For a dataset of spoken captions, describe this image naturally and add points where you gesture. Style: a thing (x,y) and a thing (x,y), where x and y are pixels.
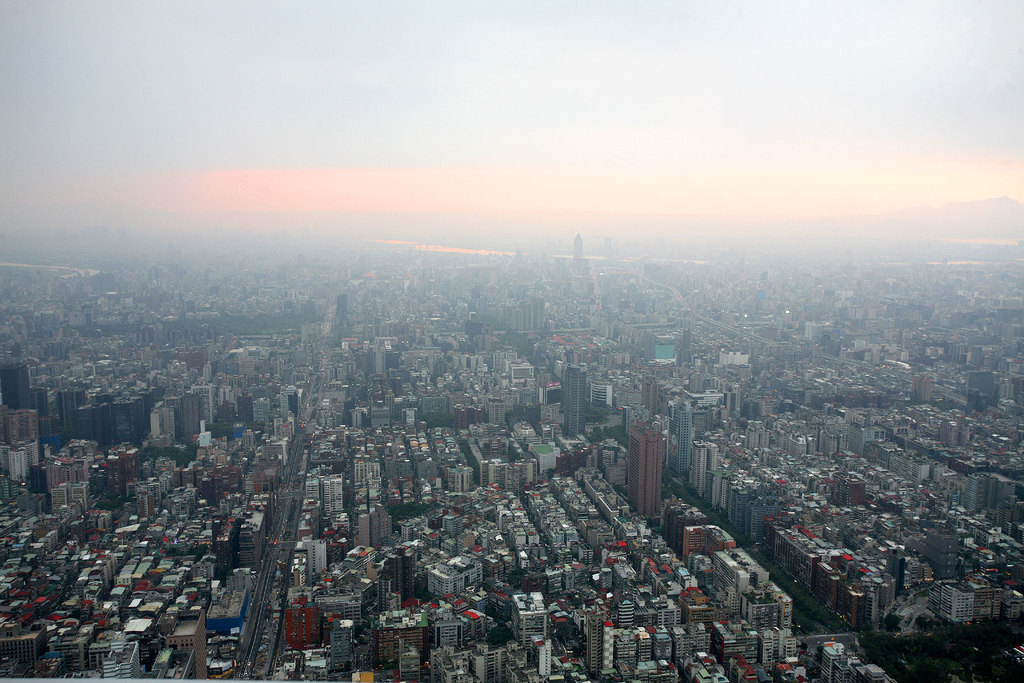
In this image I can see many buildings (483,297). Background sky (448,81) is in blue and white color.
